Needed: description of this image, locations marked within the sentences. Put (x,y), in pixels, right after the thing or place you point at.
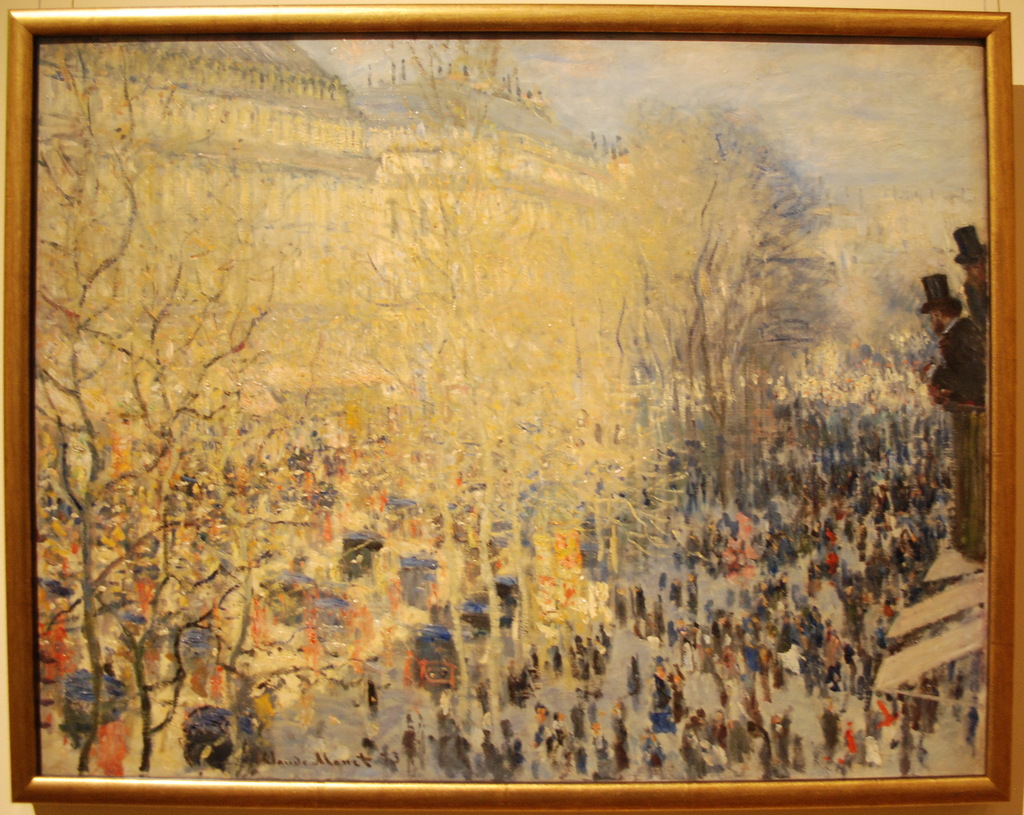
In the image we can see there is a photo frame (750,29) on which it is a painting (765,594) of people (755,608) gathered on the road (518,644). Behind there are lot of trees (478,372) and there are buildings (596,242).
